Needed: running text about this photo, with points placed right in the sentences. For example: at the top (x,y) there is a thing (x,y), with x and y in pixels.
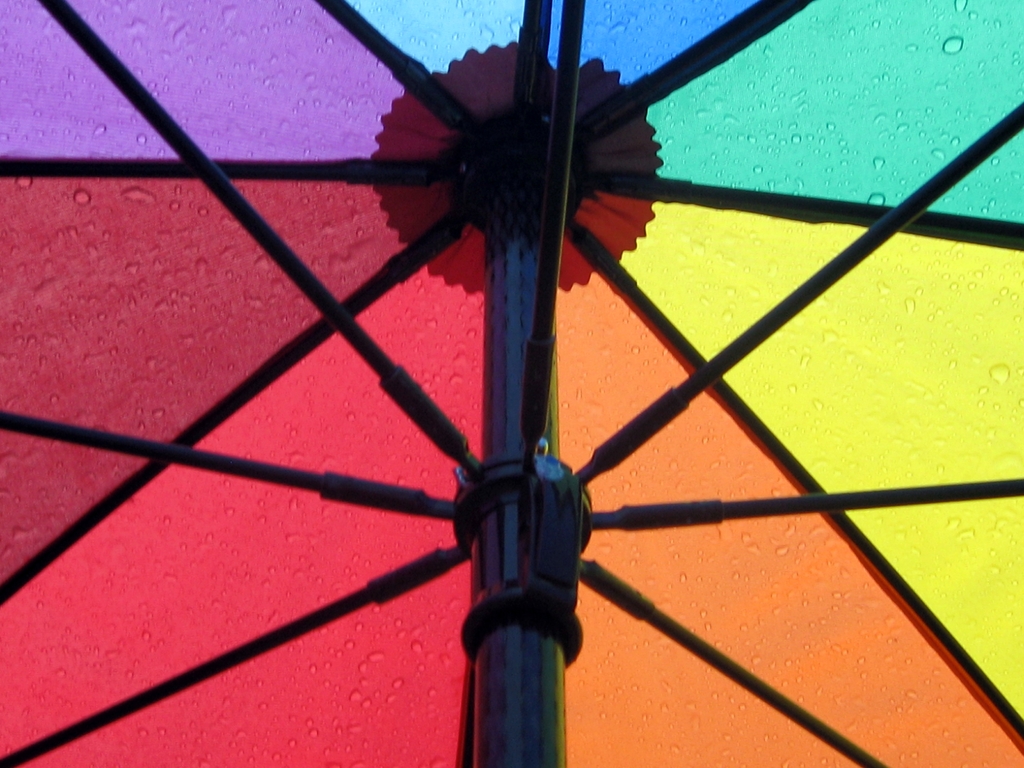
In this image, I can see metal rods (557,452) and a colorful background (402,606). This picture taken in a day.
